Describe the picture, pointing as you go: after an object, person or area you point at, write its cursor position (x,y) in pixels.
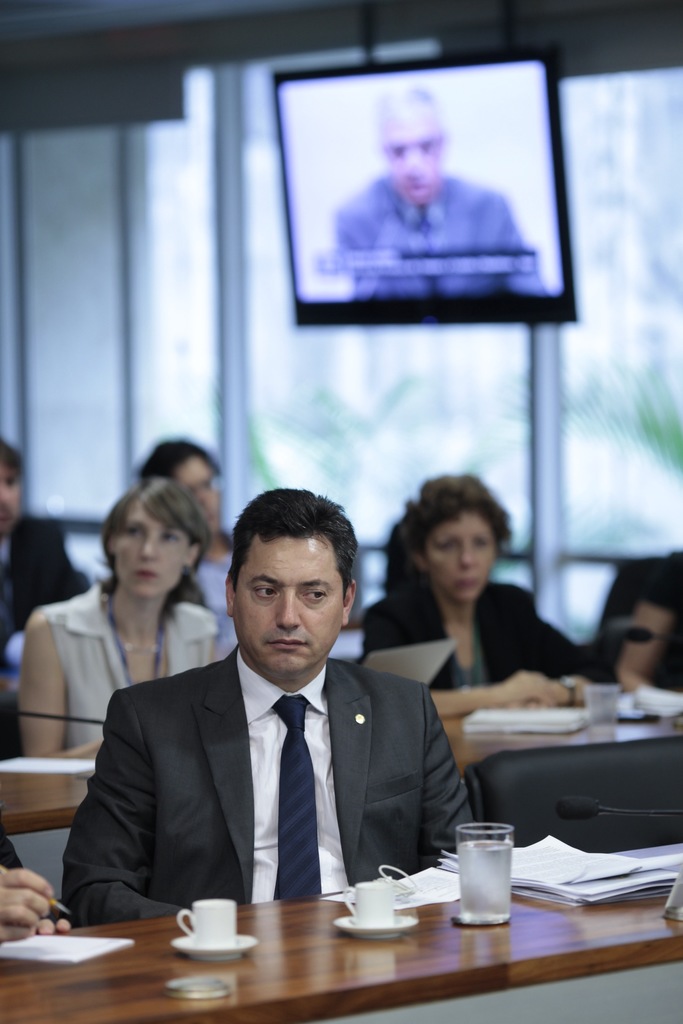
This picture shows a man (339,564) Seated on the chair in front of a table (73,1006) on the table (306,915), we see two tea cups (366,889) and a glass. In back of him we see few people (186,555) seated and a television (441,68) on The top (516,62).
